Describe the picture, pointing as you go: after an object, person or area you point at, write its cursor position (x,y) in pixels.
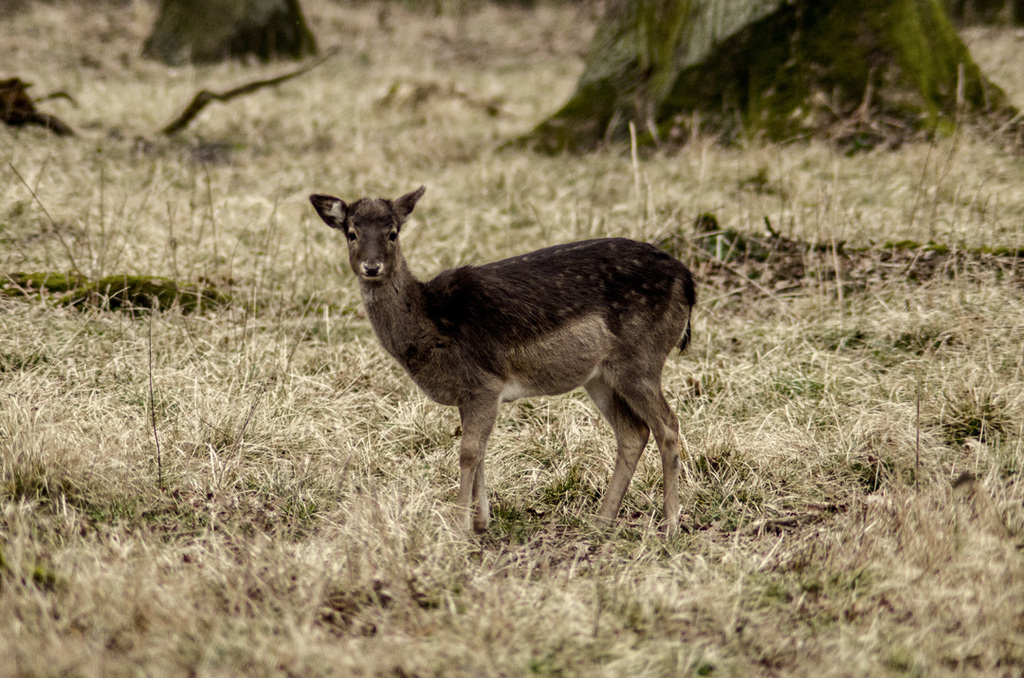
In this image I can see an animal (562,302) which is black and cream in color on the ground (888,447) and some grass (458,488) on the ground (495,499). In the background (889,72) I can see few trees (893,48).
